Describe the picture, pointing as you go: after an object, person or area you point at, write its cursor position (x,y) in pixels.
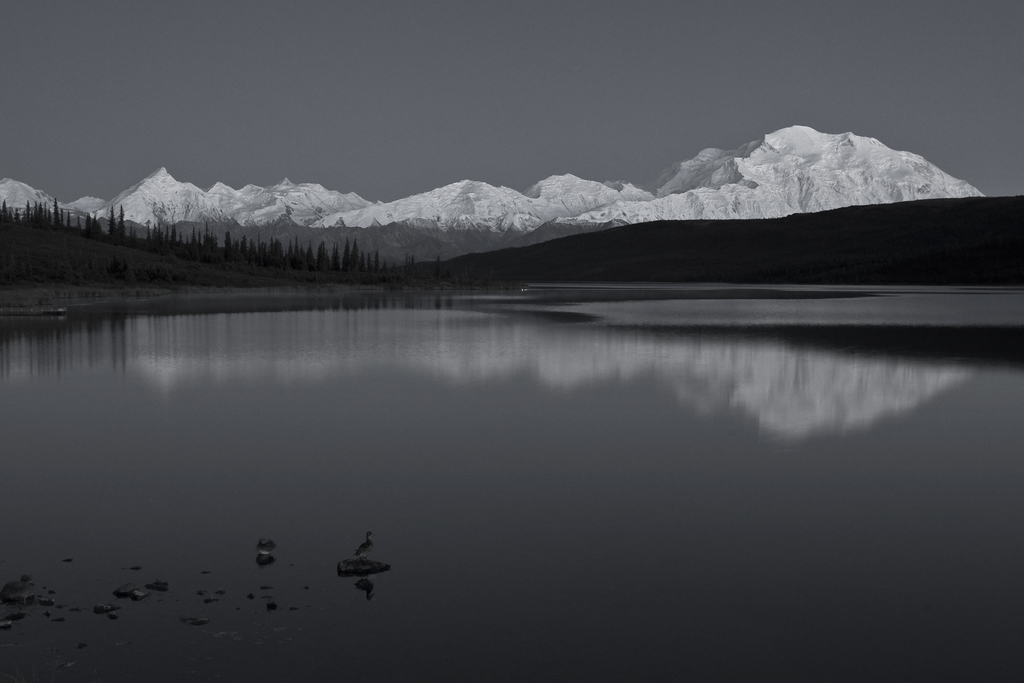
As we can see in the image there is water (387,378), trees (345,254) and hills (128,249). On the top (598,53) there is sky (666,29).
